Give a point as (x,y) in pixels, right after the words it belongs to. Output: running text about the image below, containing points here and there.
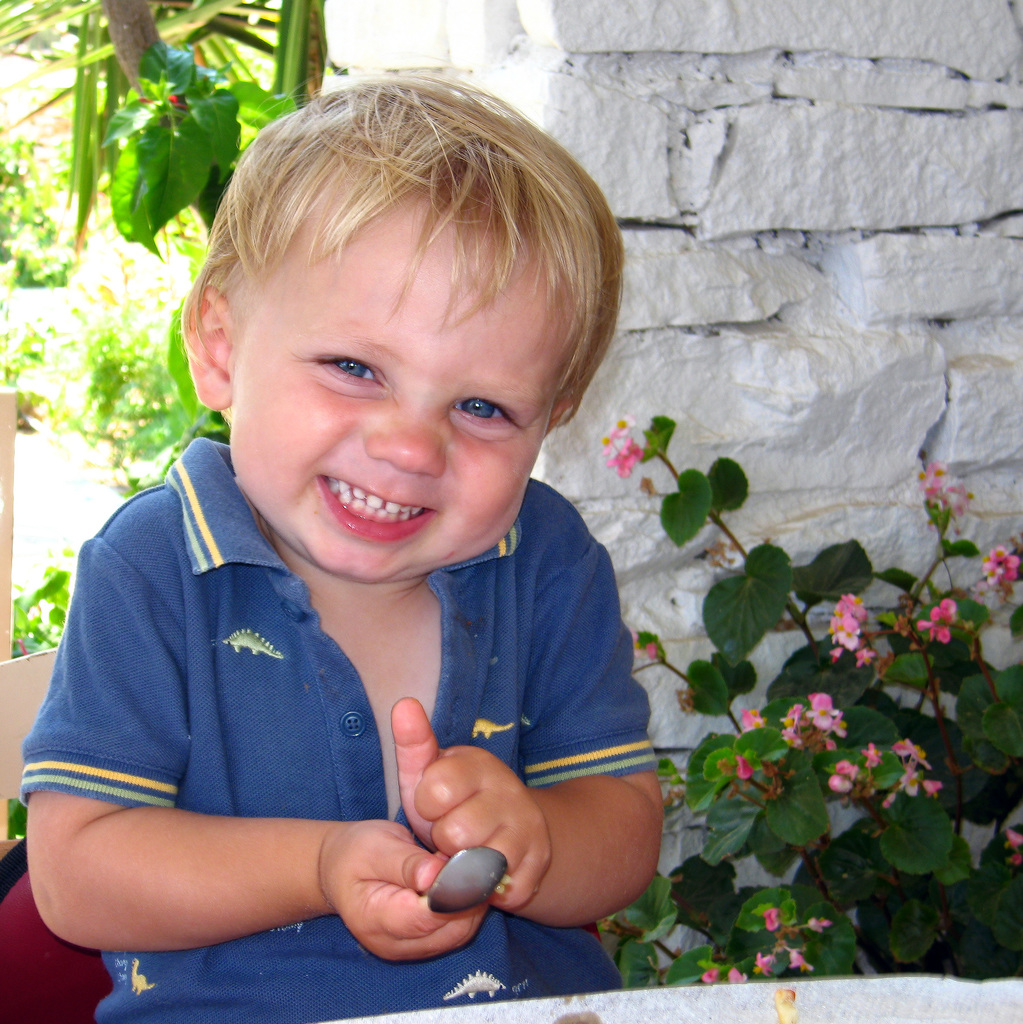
In the image we can see a baby (171,676) on the left side of the image (211,680), the baby (209,707) is wearing clothes (211,698) and holding spoon (437,882) in hand (421,913) and the baby (402,615) is smiling. Here we can see the flower plant (808,822), stone wall (811,382) and the leaves (282,101).
